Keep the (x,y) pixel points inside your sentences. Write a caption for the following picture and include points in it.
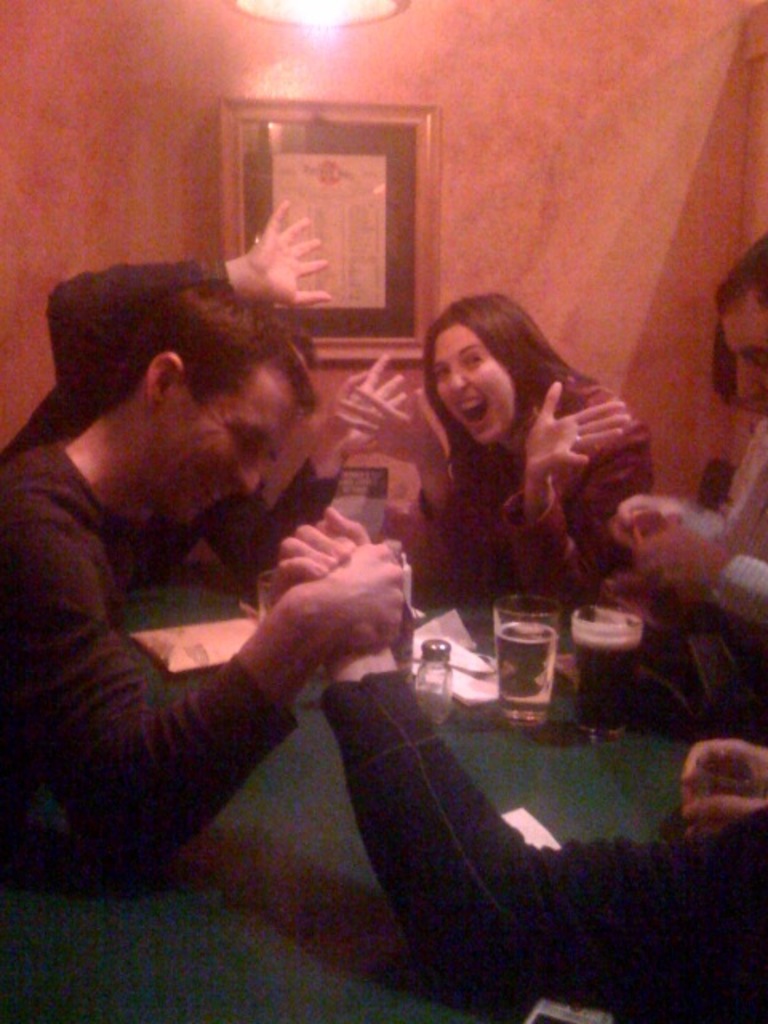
Here we can see some persons (763,982). This is table (325,931). On the table (336,854) there are glasses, and papers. On the background (539,233) there is a wall (498,174) and this is frame (331,264). And there is a light (328,14).
